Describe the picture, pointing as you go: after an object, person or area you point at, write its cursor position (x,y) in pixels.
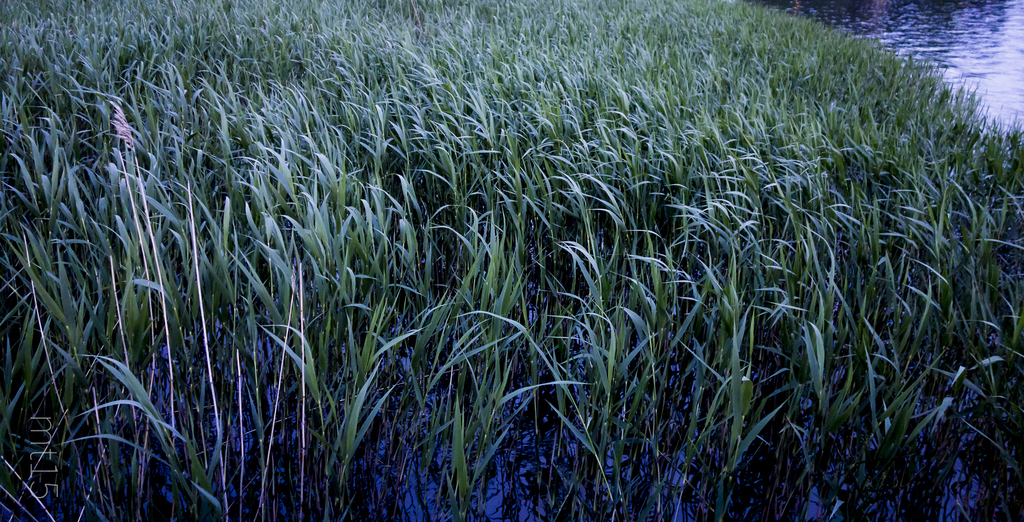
In this image I can see the grass (480,151) which is in green color. To the side I can see the water (964,75).
